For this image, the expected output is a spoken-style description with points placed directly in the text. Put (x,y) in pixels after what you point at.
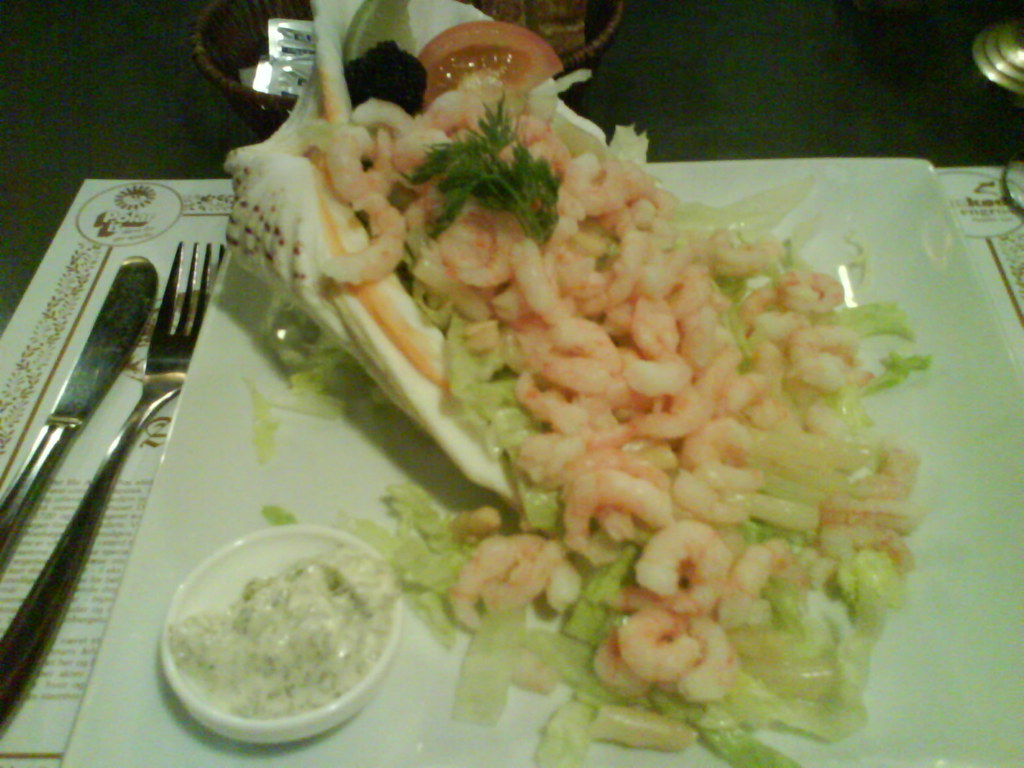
In this image I can see the plate (959,398) with food (528,395). The plate (432,482) is in white color and the food (601,327) is in green and red color. To the left (126,449) I can see the fork (122,469) and knife (97,348). I can also see the bowl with some items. These are on the table (761,117).
